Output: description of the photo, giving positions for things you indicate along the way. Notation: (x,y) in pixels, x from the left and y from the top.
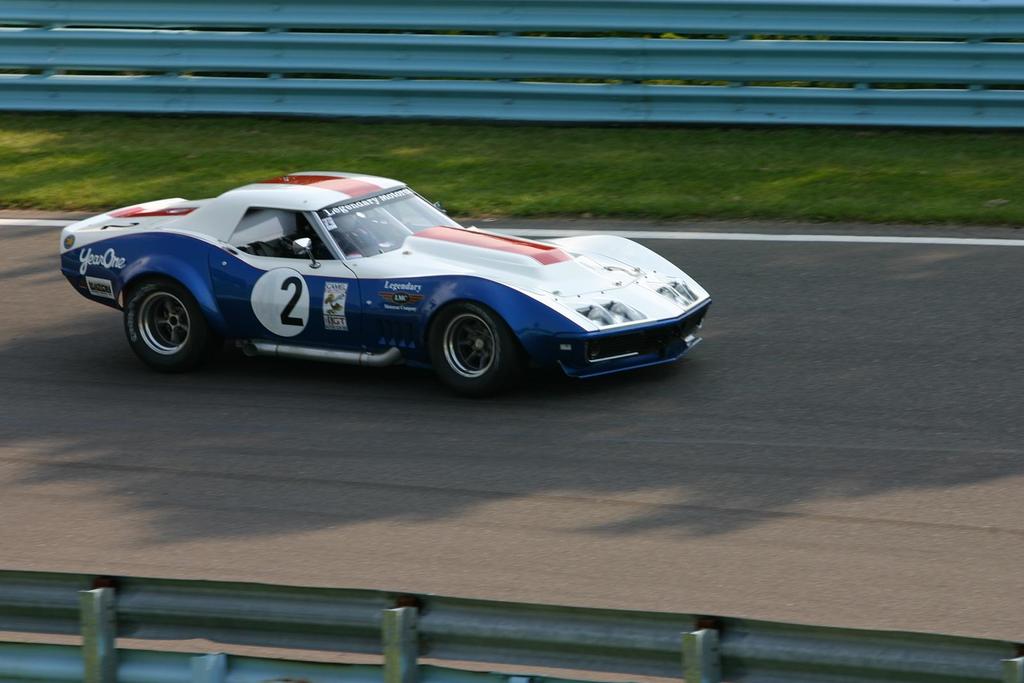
This is the picture of a place where we have a car (603,296) on the road (690,505) and to the side there is some grass (647,132) and fencing (67,106).
